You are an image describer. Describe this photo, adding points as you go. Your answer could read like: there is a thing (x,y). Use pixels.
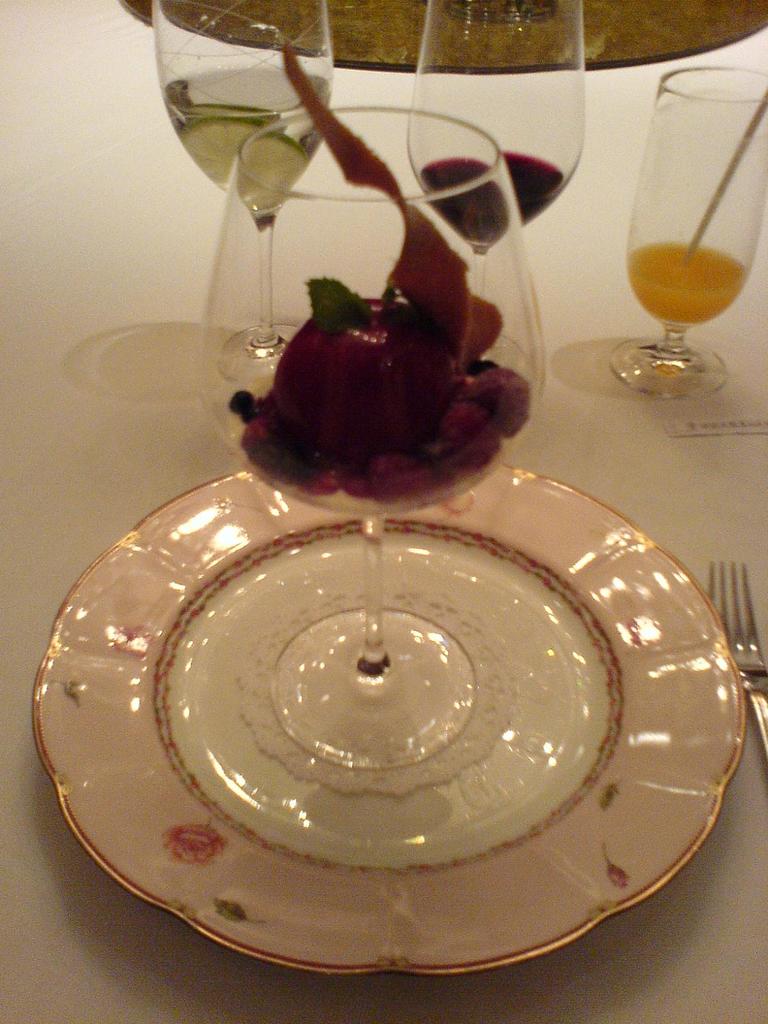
In the center of the image (418,389) a cup (402,385) of food item (403,448) is present on the plate (507,621), beside that a fork (756,679) is there. At the top of the image (667,148) we can see three glasses (441,104) of liquids (497,160) are there.
